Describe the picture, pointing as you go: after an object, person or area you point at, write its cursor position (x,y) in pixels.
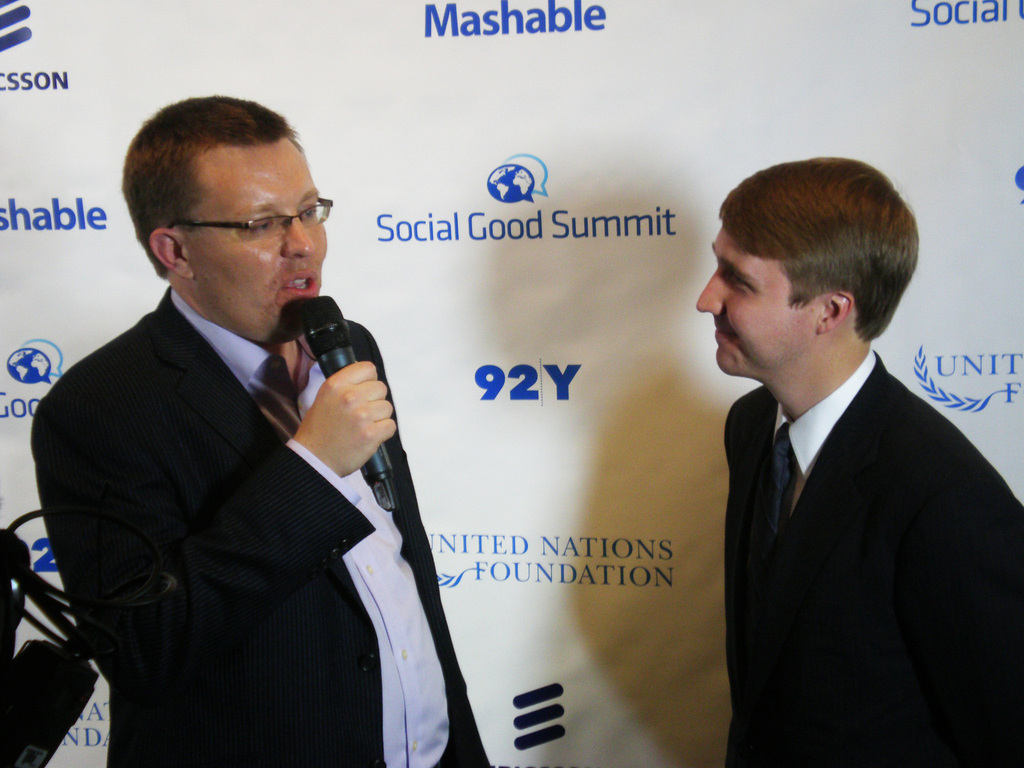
In this picture we can see there are two people (339,543) standing and a man (185,513) is holding a microphone (310,328). Behind the people (279,361) there is a banner (472,288).
